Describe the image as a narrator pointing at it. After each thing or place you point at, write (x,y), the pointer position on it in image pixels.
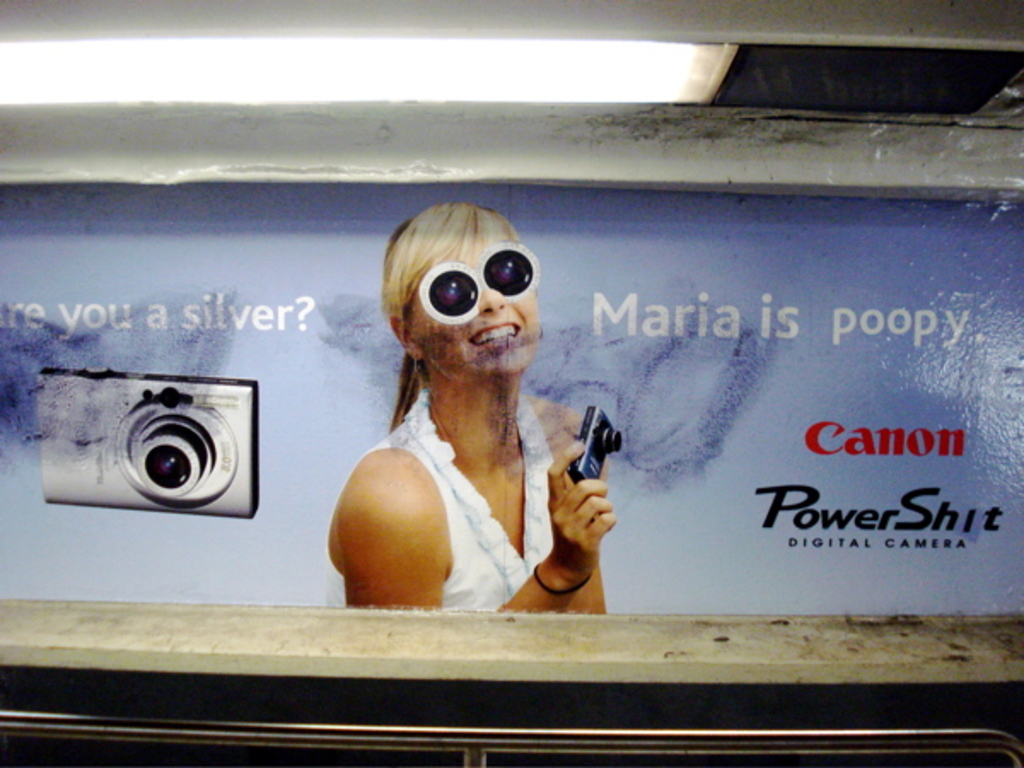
This is a picture of a poster (12,253) attached to the wall (409,163), where there are words (994,517), camera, a person (412,365) smiling and holding a camera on the poster (474,435), and there is light (18,49) and iron rod (42,727).
